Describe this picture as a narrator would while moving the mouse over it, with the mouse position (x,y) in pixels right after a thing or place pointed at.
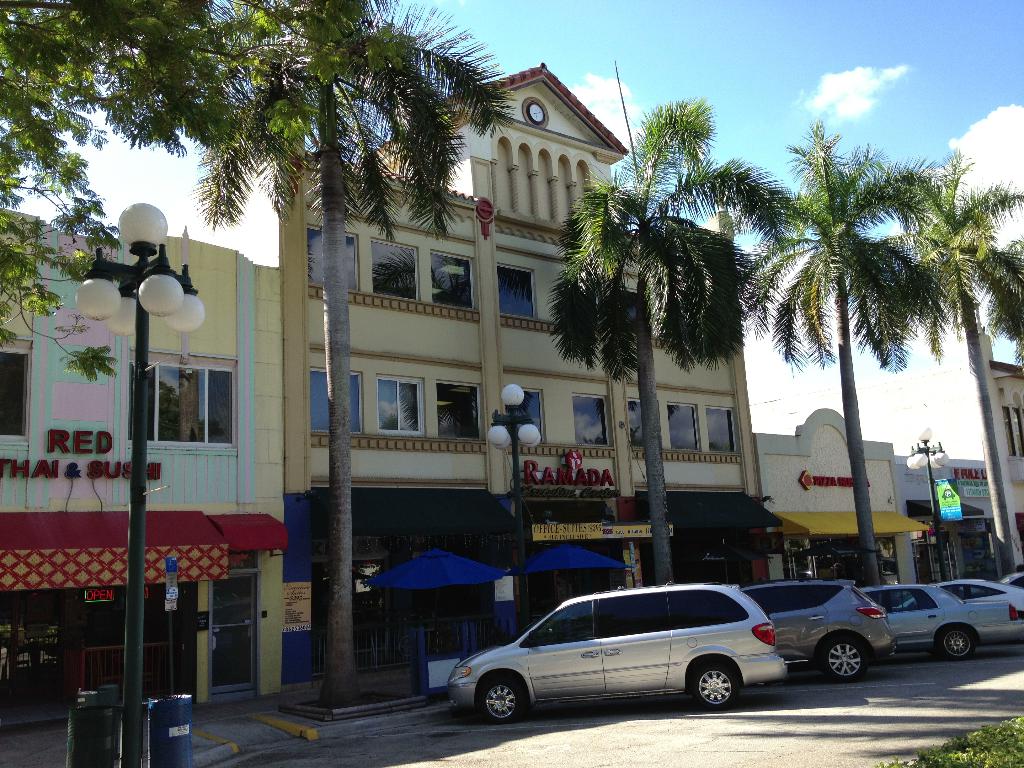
This picture shows few buildings (44,268) and trees (647,194) and we see couple of pole lights (127,226) and cars (1020,577) parked on the side.
